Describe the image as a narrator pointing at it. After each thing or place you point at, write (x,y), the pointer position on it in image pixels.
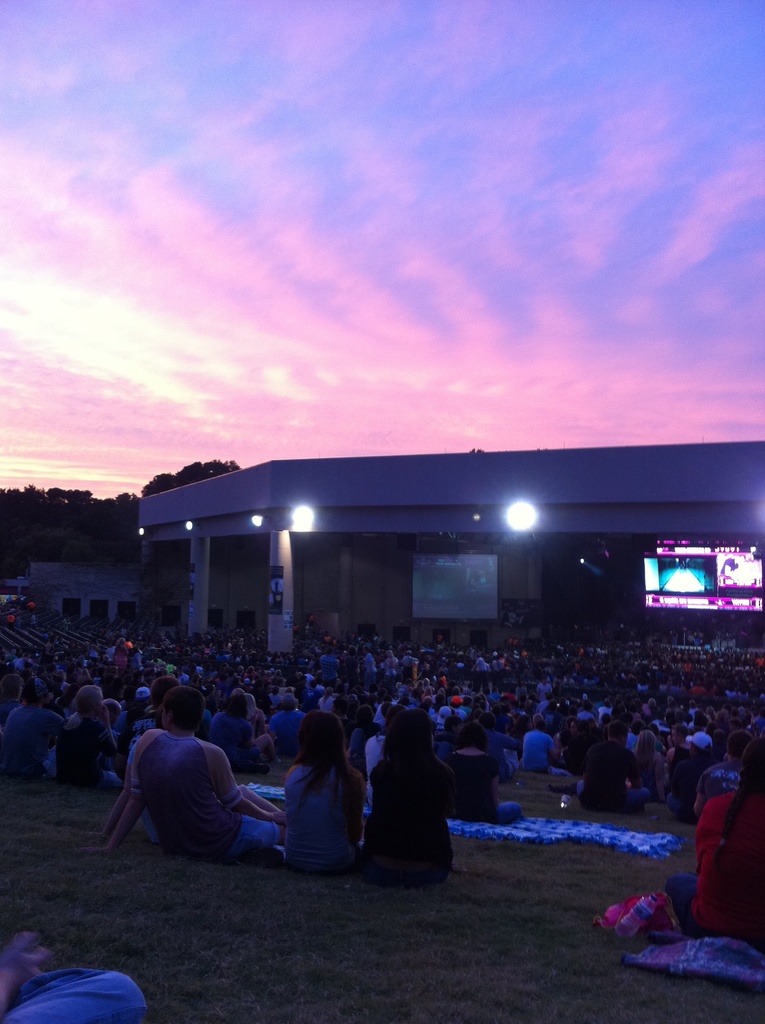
In this picture I can see group of people (723,768) are sitting on the ground (456,871). In the background (462,593) I can see building (346,553) which has lights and a screen (671,584). On the left side (82,495) I can see trees (110,523) and sky (226,221). On the ground (313,890) I can see some objects (628,920) and grass (517,863).
